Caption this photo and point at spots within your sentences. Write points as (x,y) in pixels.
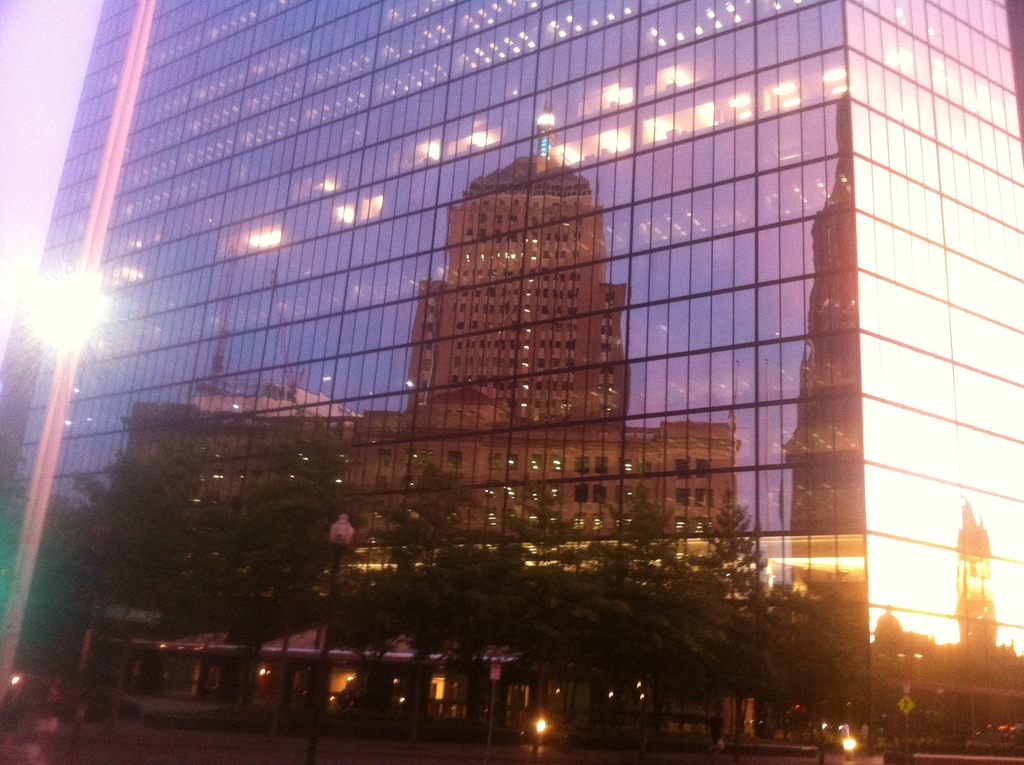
In this image I can see a building (539,349) and on it I can see reflection (966,684) of few buildings (371,447), few trees (443,608) and few lights (846,741).
